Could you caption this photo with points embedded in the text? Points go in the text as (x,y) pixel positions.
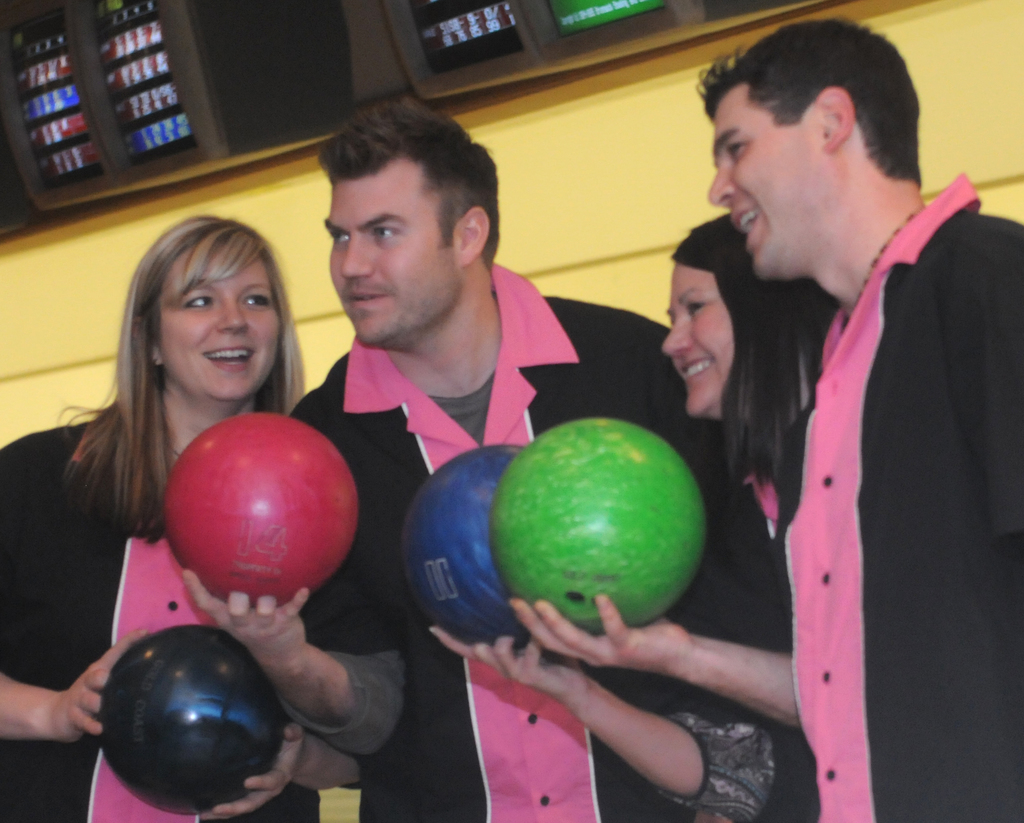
In the background (204,64) we can see the screens (476,30) and the wall (668,128). In this picture we can see the people (760,192) are holding balls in their hands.
